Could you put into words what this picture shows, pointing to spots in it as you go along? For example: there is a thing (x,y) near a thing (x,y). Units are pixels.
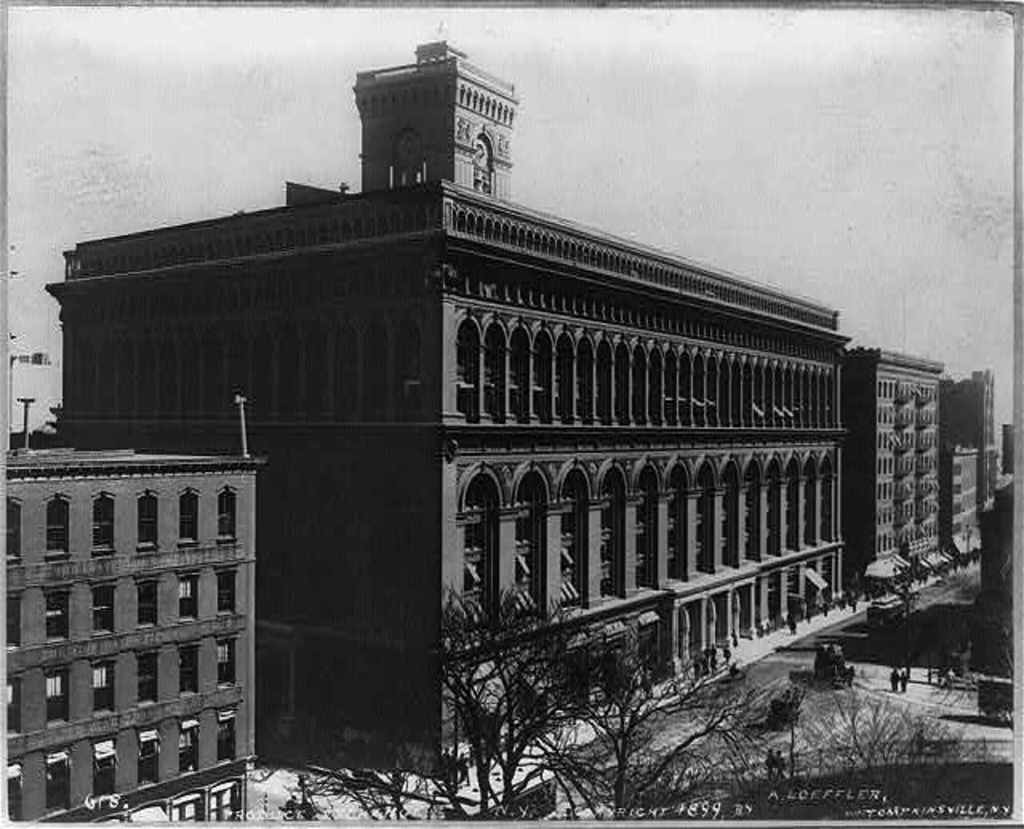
In this image there is a big building (669,501) in front of that there are so many trees (733,733) and some people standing on the road (695,722).
